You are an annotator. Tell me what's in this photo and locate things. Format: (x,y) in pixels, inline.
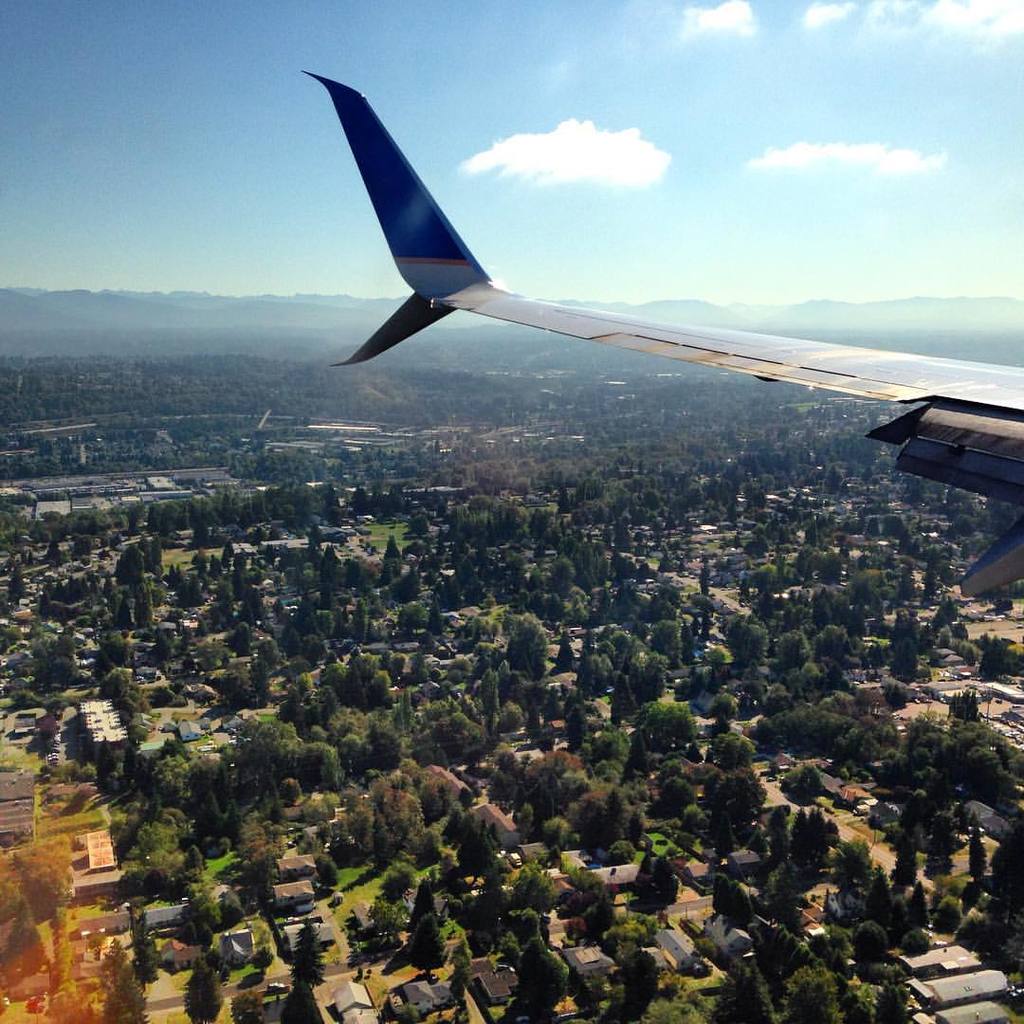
On the right side of this image (864,378) I can see a part of an airplane (814,368). At the bottom (490,853) there are many trees (451,831) and buildings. At the top of the image (411,82) I can see the sky (527,121) and clouds (556,131).
